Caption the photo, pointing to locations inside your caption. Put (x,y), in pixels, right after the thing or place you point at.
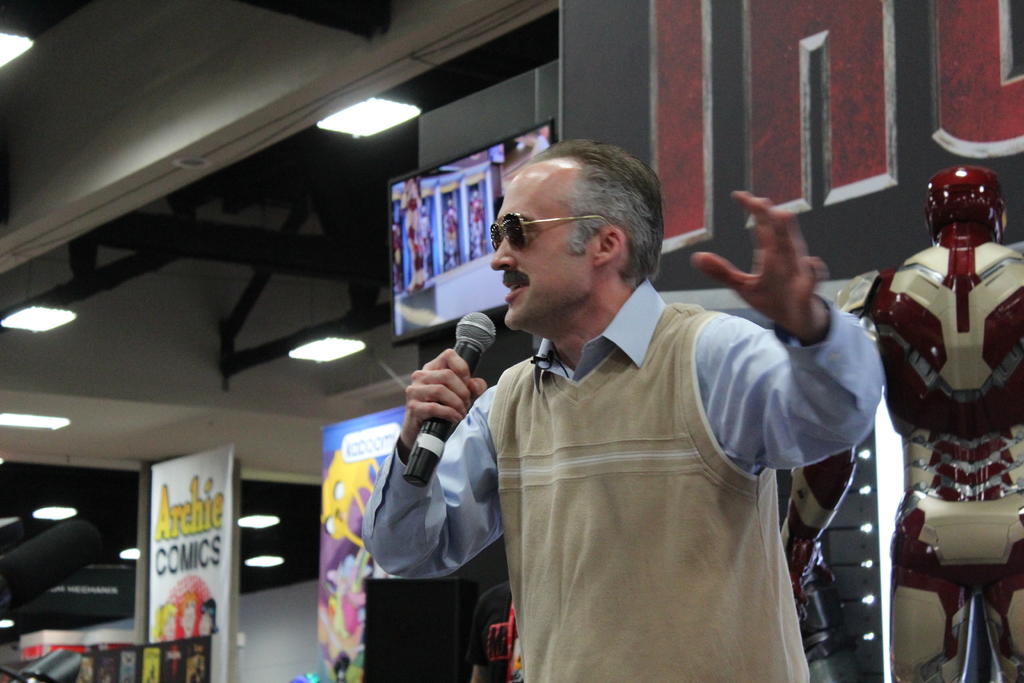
In the center of the image (564,343) we can see a man (543,308) wearing the glasses (518,231) and holding the mike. In the background (332,455) we can see the banners (174,468), sound box (470,609) and also the depiction (973,411) of a person (960,402) on the right (1011,570). We can also see the wall (287,643), lights (329,347), some rods (115,235) and also the ceiling (164,412).
